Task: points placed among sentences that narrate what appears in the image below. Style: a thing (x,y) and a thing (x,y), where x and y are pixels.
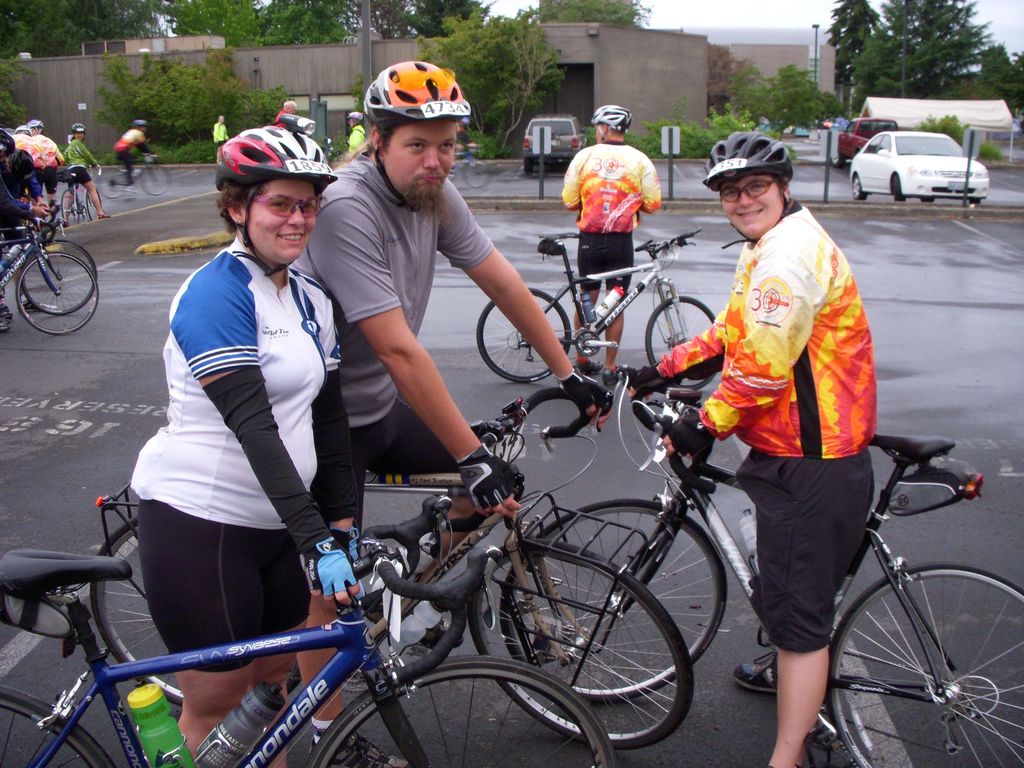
In this image there are many people (748,407) riding their bicycles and wearing helmets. In the front (451,693) the cycle (232,647) is in blue color and a water bottle (156,720) is attached to it. In the background (876,171) there are three cars (886,167) and many trees (841,40) along with buildings (566,65).
